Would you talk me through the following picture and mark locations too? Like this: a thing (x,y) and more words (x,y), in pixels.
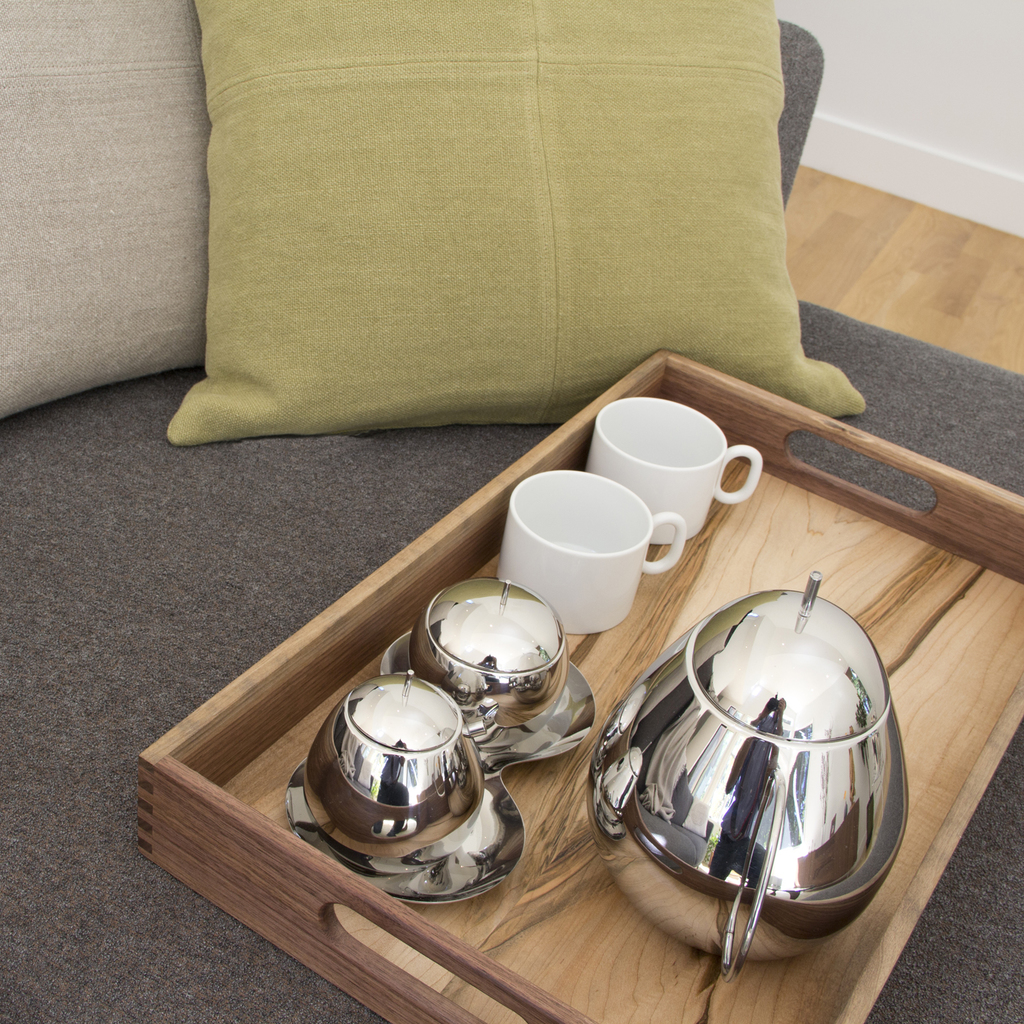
In this image we can see wooden tray (619,904) and in the wooden tray (623,648) two white cups (642,544) and two silver cups (417,774) and a pot (755,860) is present. Behind the tray (572,960) two pillows (458,201) are there.
